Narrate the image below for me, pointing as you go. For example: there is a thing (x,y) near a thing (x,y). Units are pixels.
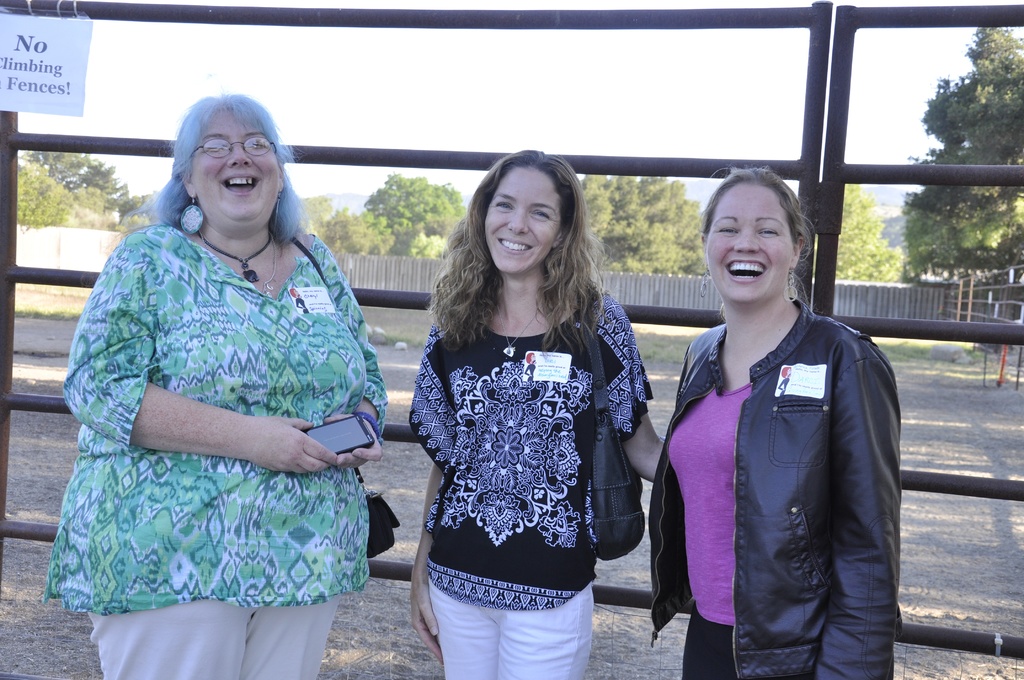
In this image we can see few people (791,528) standing and smiling and behind there is a fence (11,161) and we can see some trees (952,230) in the background (58,187) and at the top (223,79) we can see the sky (642,75).
